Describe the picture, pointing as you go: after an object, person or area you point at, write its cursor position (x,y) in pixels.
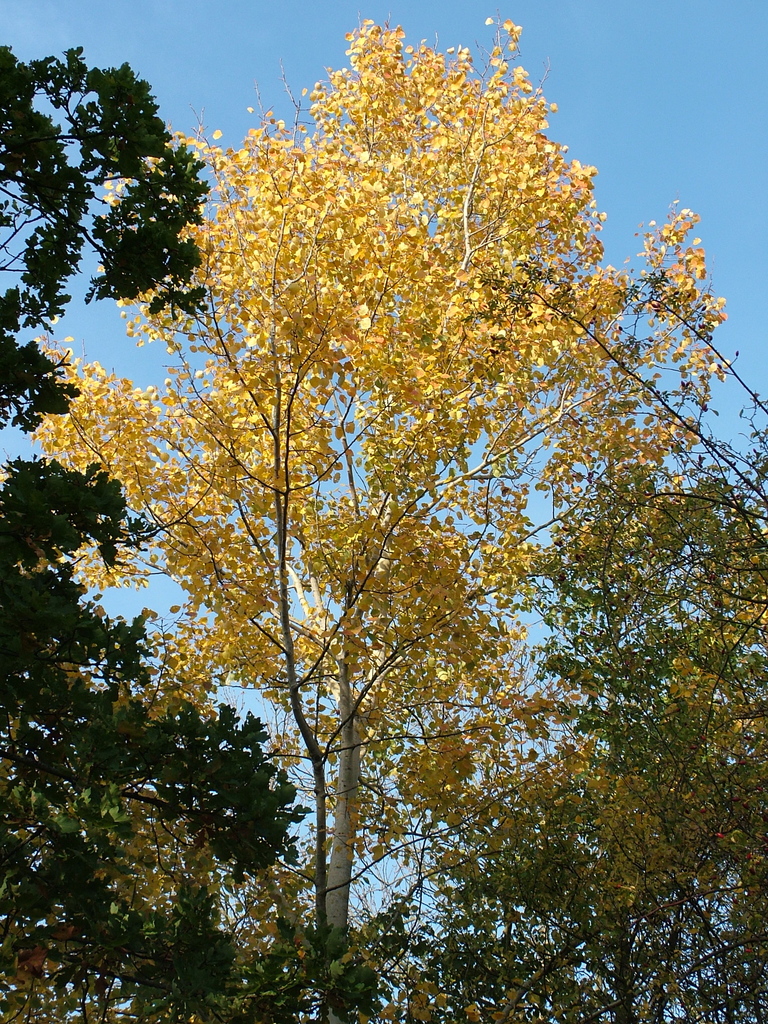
In this image in the foreground (397,782) I can see some trees (688,713) and the background (212,15) is the sky (580,128).
